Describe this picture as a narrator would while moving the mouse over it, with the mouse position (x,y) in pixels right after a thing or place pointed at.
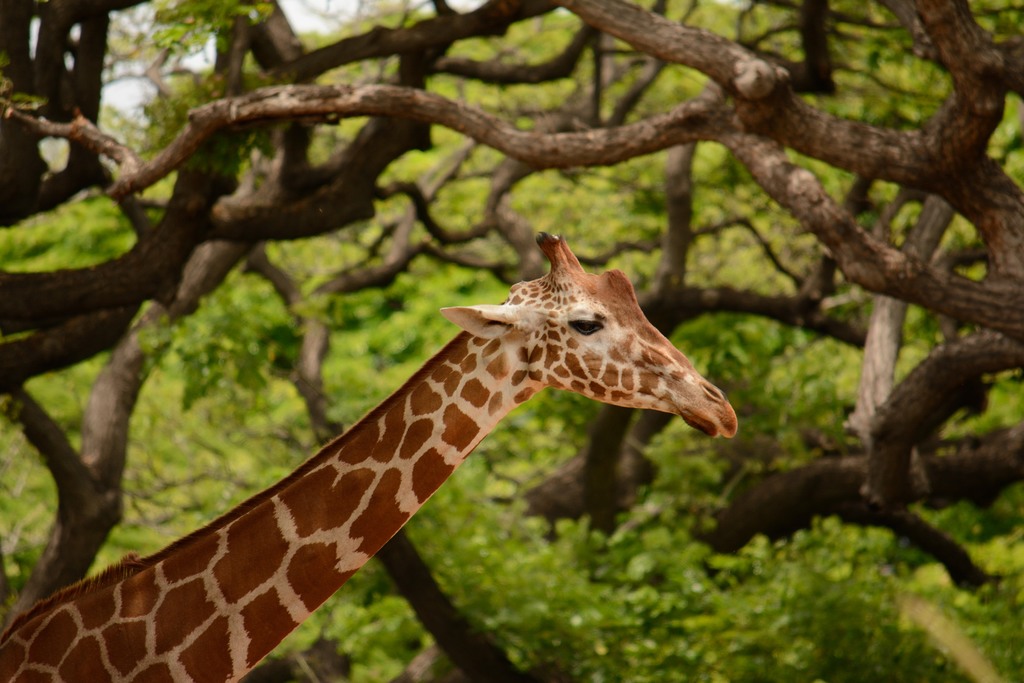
In this picture I can see the giraffe (466,399). I can see the branches (409,537) of the tree (517,162).
